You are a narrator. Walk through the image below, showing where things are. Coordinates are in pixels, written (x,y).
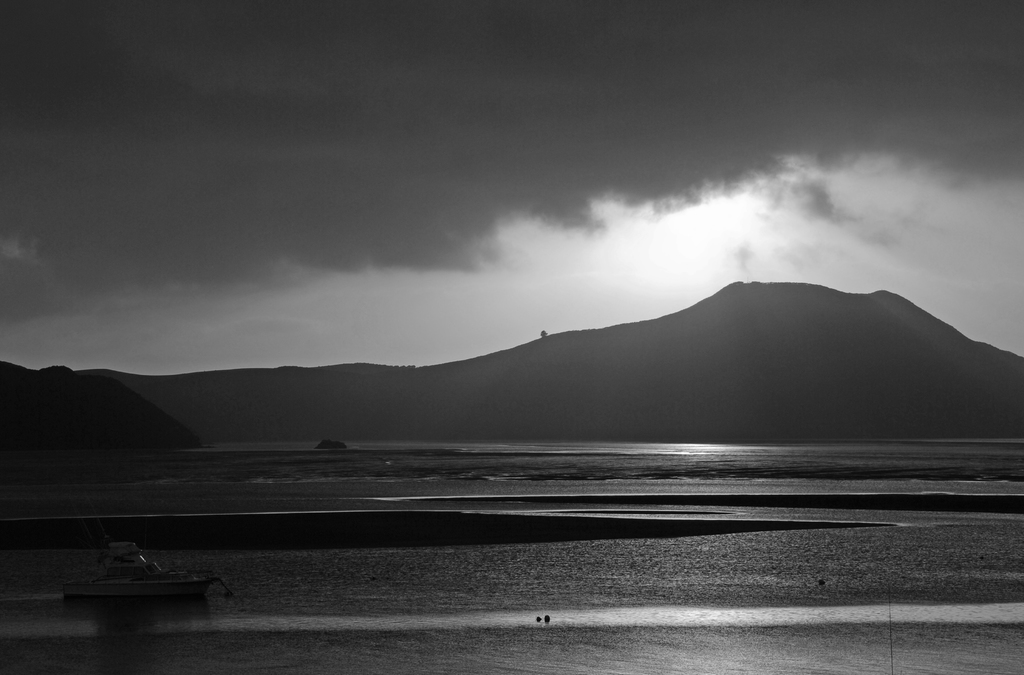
In this picture I can observe an ocean (558,584). There is a boat (129,589) floating on the water (303,594) on the left side (155,565). In the background (562,382) there are hills (465,365) and clouds (539,256) in the sky (402,234). This is a black and white image.
